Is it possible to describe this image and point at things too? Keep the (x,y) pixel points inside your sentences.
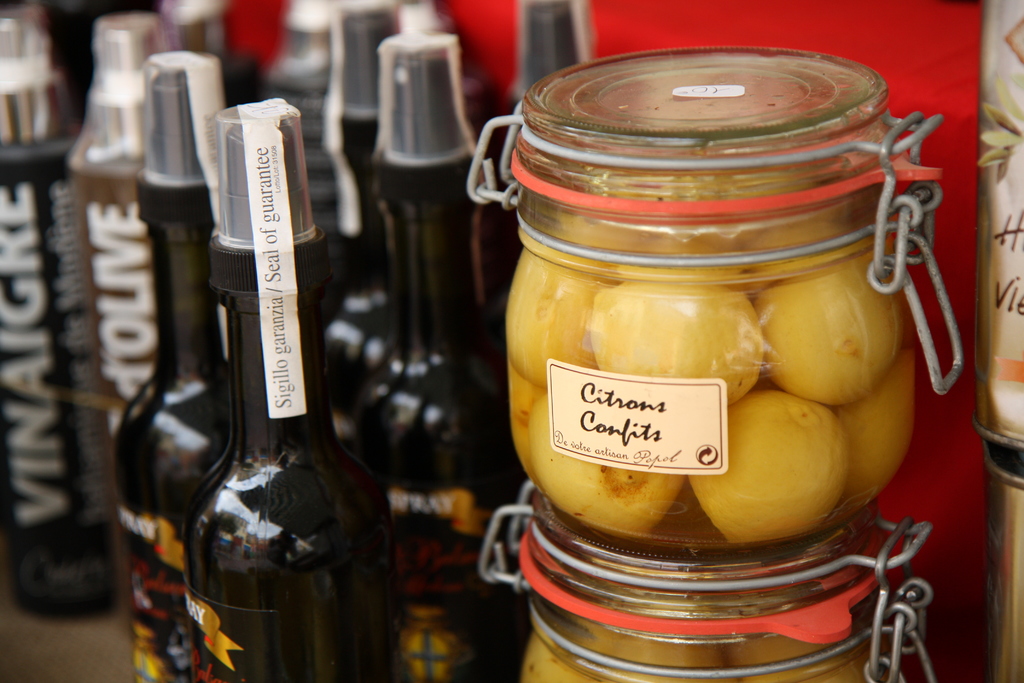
There are few black bottles (283,314) and jars (718,491) which has something in it.
